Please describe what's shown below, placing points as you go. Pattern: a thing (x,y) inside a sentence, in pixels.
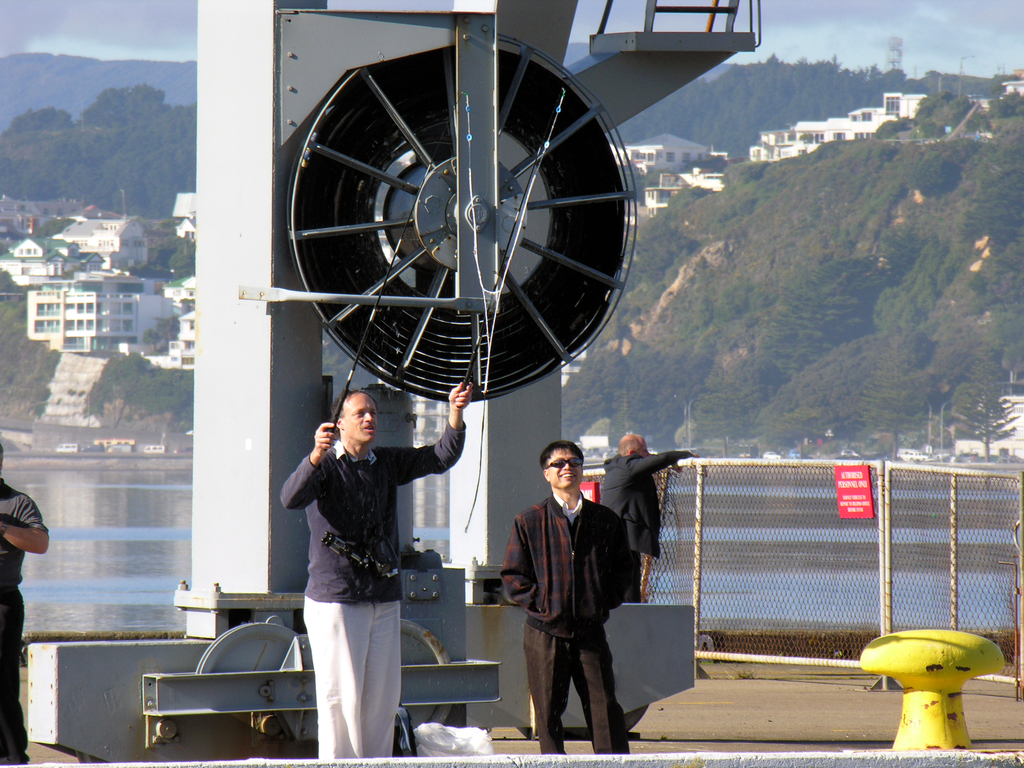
In this picture we can see group of people (412,466), few metal rods (487,307), fence (806,556) and sign boards (839,468), in the background (140,482) we can find water (74,532), few buildings (61,216), trees (116,175) and hills (186,100).
